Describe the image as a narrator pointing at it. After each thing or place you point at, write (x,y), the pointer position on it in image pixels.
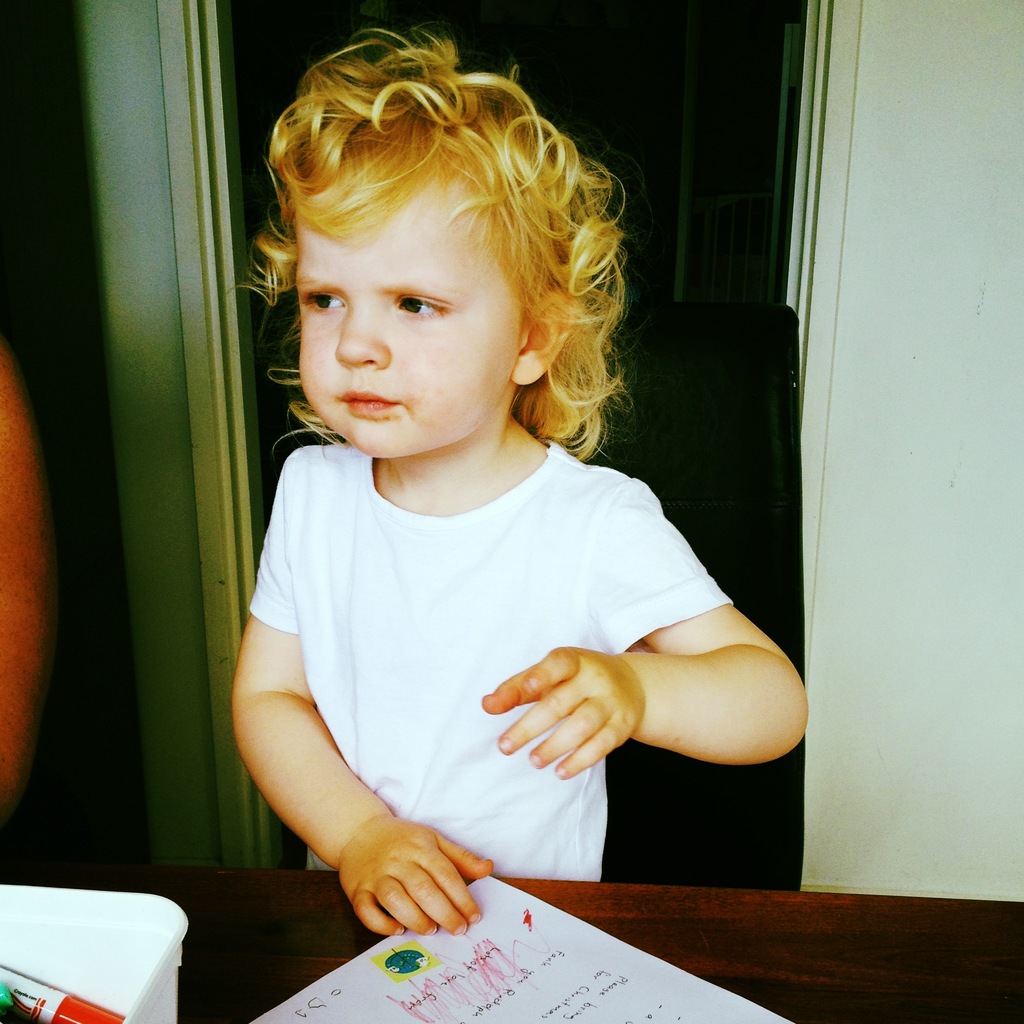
In this picture I can observe a girl (399,636) in front of a table (284,929). The girl (433,777) is wearing white color T shirt (425,631). I can observe a paper (441,963) on the table (234,915). On the bottom left side (153,949) there is a box (141,933) which is in white color. In the background (874,524) I can observe a wall (913,490).
